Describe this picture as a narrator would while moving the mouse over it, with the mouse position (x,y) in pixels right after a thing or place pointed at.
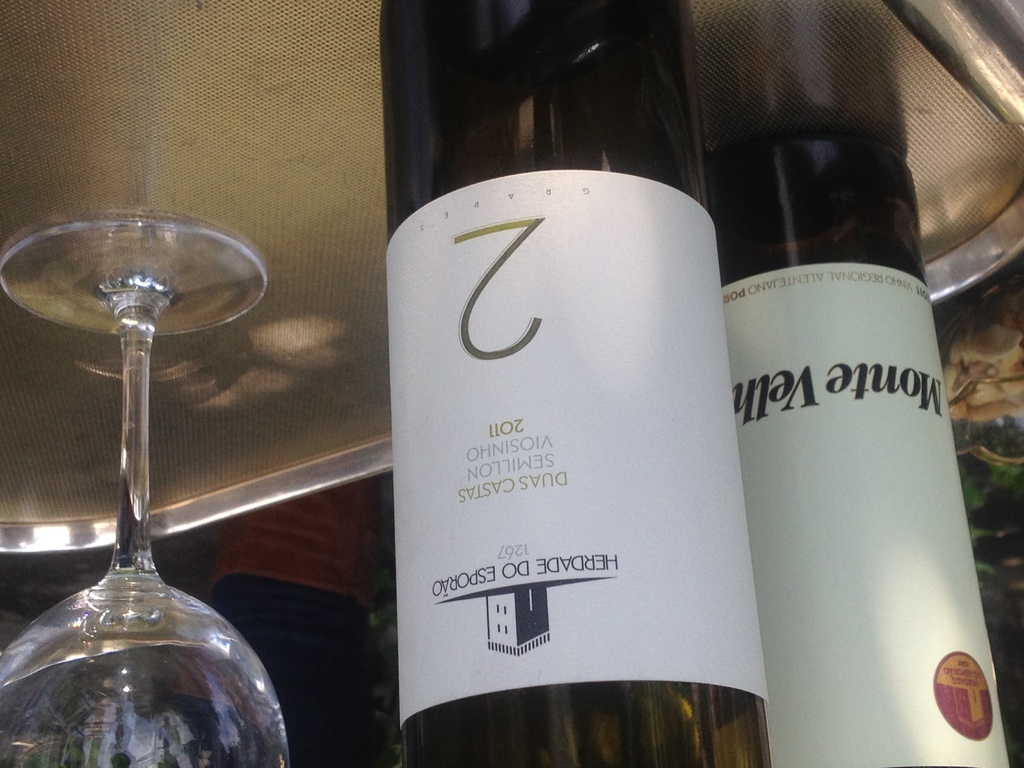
In this image there is a table (970,169) and we can see a tray (984,222), wine glass (139,672) and wine bottles (700,596) placed on the table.
